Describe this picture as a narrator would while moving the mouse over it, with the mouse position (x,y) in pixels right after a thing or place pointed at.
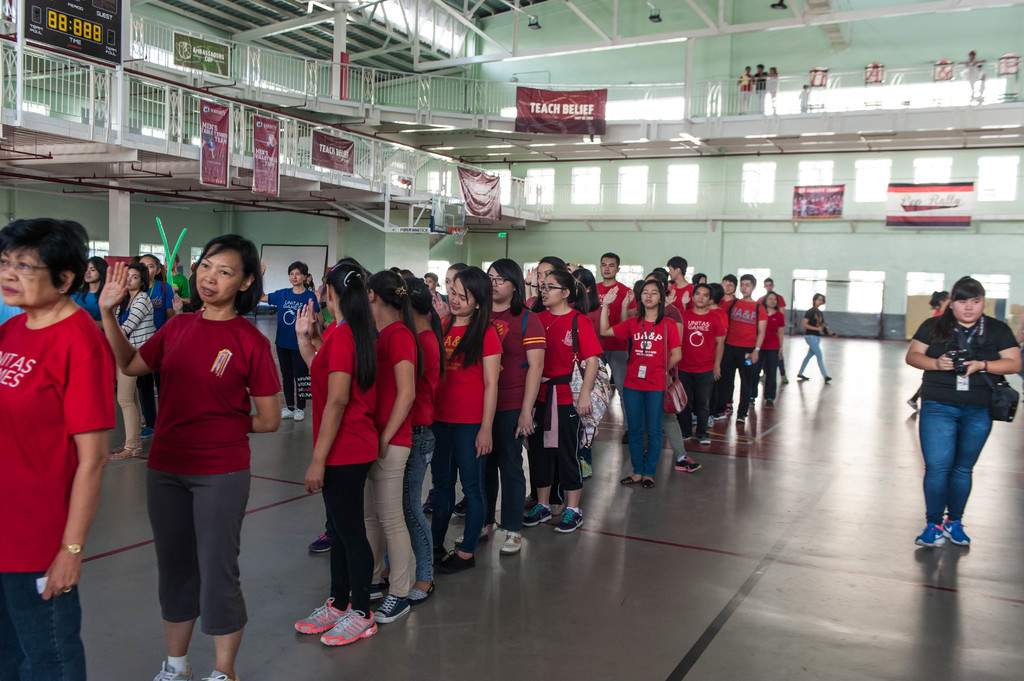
Here we can see group of people (585,396) on the floor (801,441). There are banners (530,124), pillars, and a screen (65,11). There is a board (282,252) and this is wall (704,67).
